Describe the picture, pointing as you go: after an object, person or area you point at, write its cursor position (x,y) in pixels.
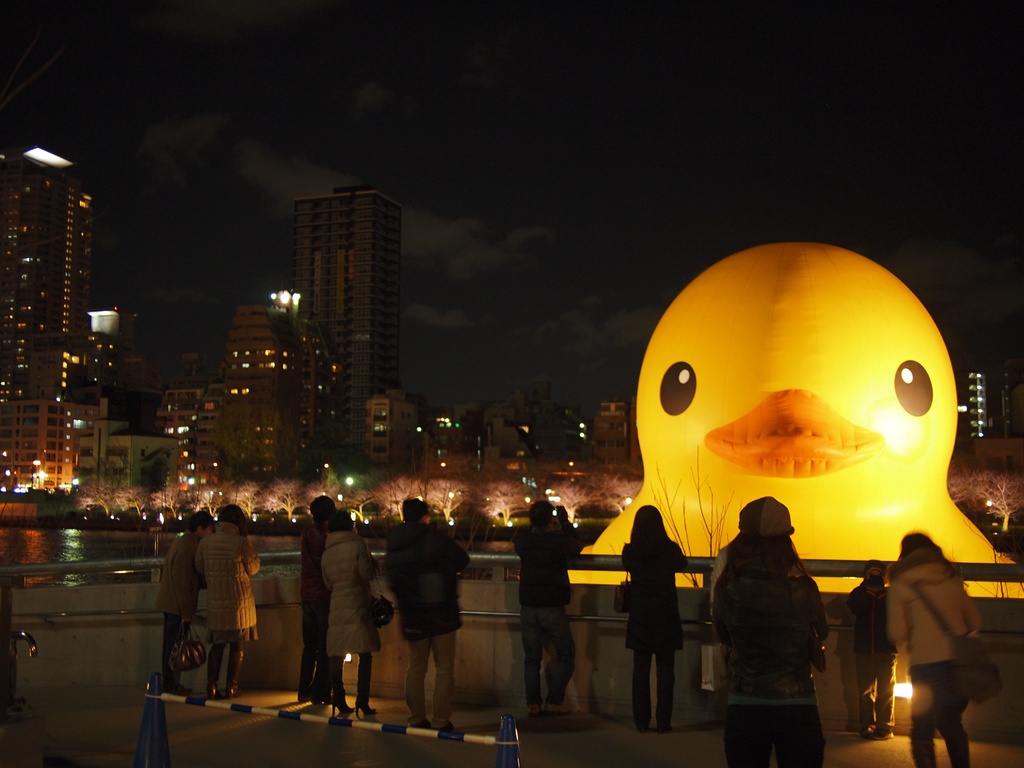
In this image there are a few people (449,595) standing and watching a balloon (739,387), in front of the people (331,529) there is a lake (84,549), on the other side of the lake (113,537) there are buildings (300,390).
